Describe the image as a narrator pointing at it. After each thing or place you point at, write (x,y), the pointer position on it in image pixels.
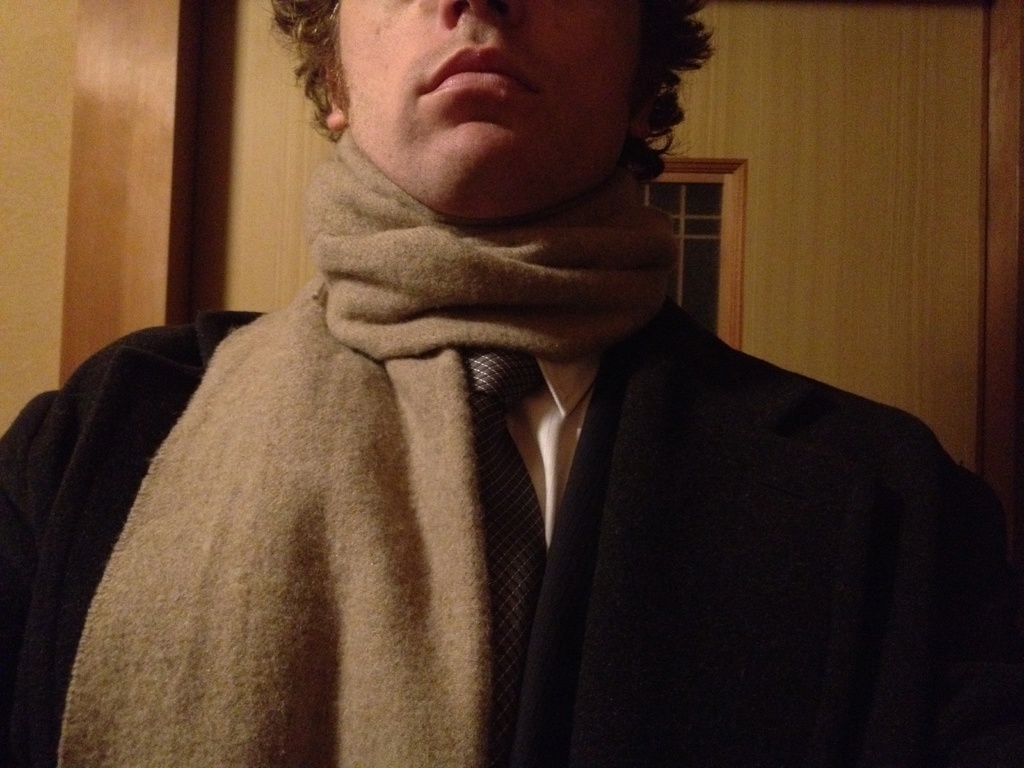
In the picture we can see a man (609,559) standing, he is with a black color blazer (728,577) and tie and in the background (820,312) we can see a wooden wall (782,254) with a window (648,200).
